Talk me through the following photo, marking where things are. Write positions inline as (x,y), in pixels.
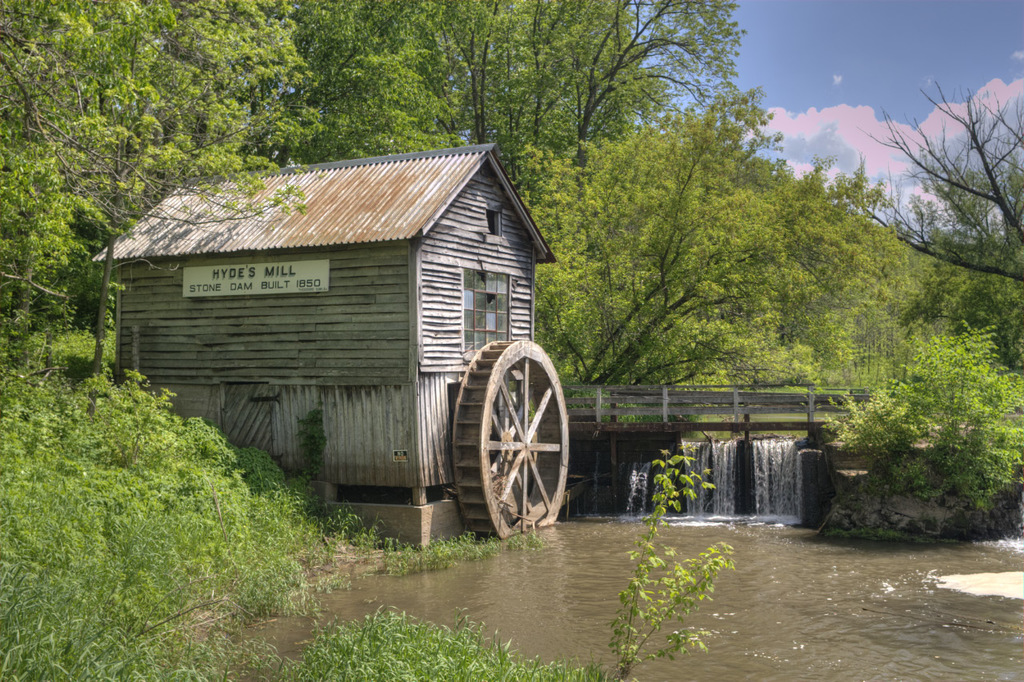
At the bottom of the image (747,584) there is water (584,574). On the left side of the image (171,624) there are small plants (142,576). And also there is a house (293,469) with roofs (289,224), walls (334,264), glass windows (471,335) and there is a board (278,285) with some text (278,285) on it. And also there is an object (470,505) which looks like a wheel (512,448). And also there is a bridge (599,420) with fencing (720,400) and there is flow of water (779,479). In the background (625,345) there are many trees (734,186) and also there is sky (823,93) with clouds (865,122).
